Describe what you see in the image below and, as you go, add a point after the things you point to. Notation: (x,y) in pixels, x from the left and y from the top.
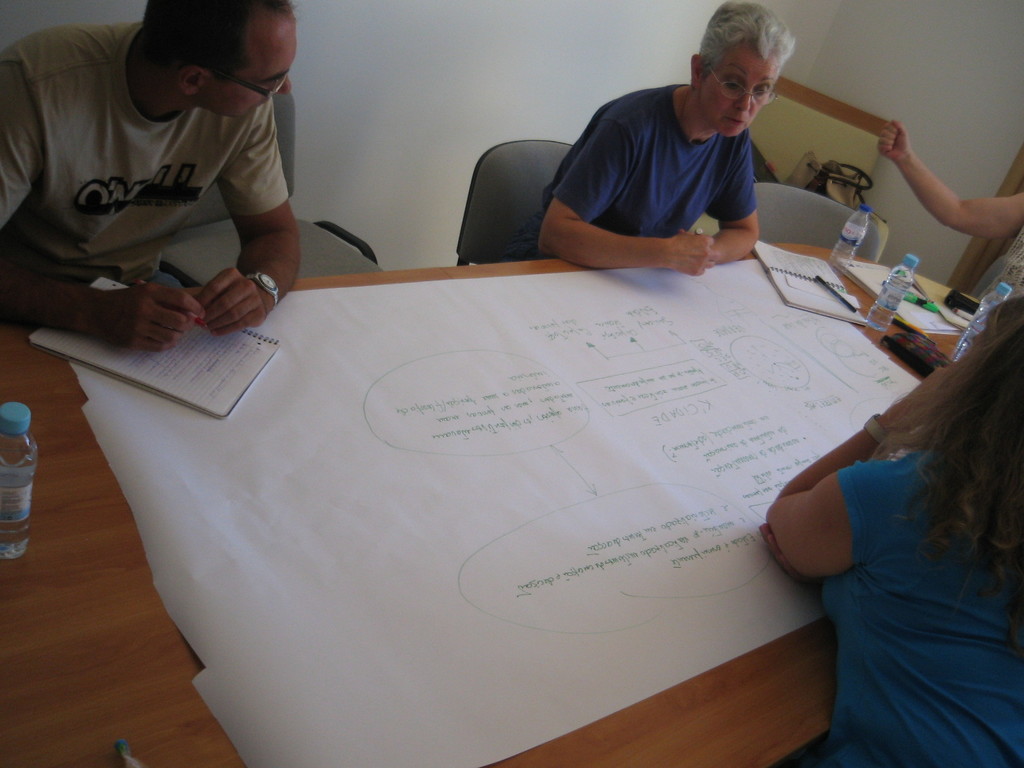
In this image there are three person (145,193) sitting on the chair (486,186). On the table (469,528) there is chart (151,448), book (213,383), pen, water bottle (16,467).
